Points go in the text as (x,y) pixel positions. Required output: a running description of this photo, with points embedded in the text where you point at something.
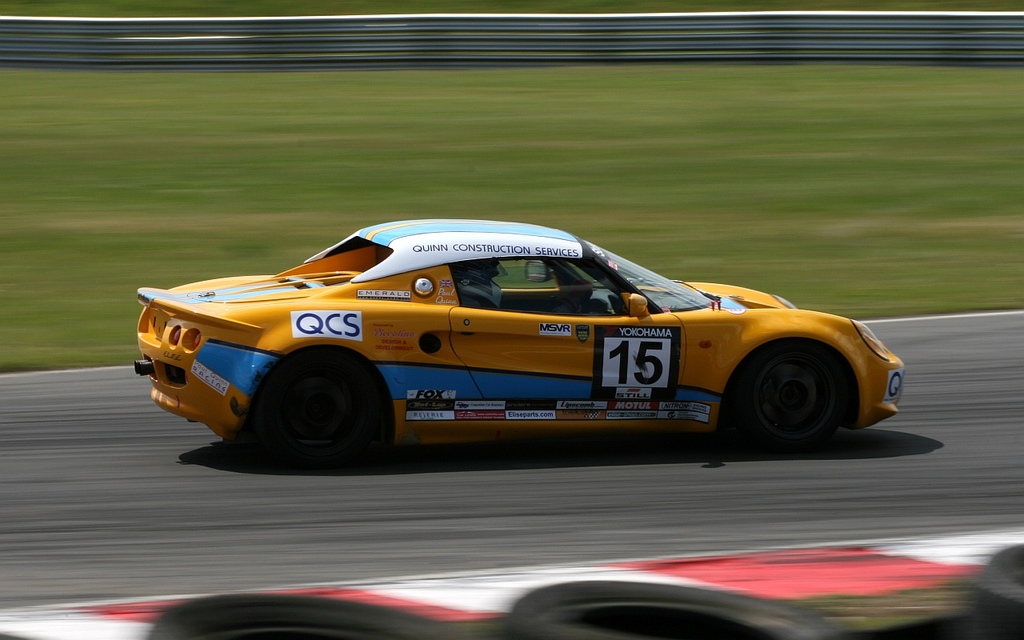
In this image I can see a car (758,429) which is in orange and blue color, and I can see a person (481,285) inside the car (554,300), background (727,199) I can see the grass (418,135) in green color.
